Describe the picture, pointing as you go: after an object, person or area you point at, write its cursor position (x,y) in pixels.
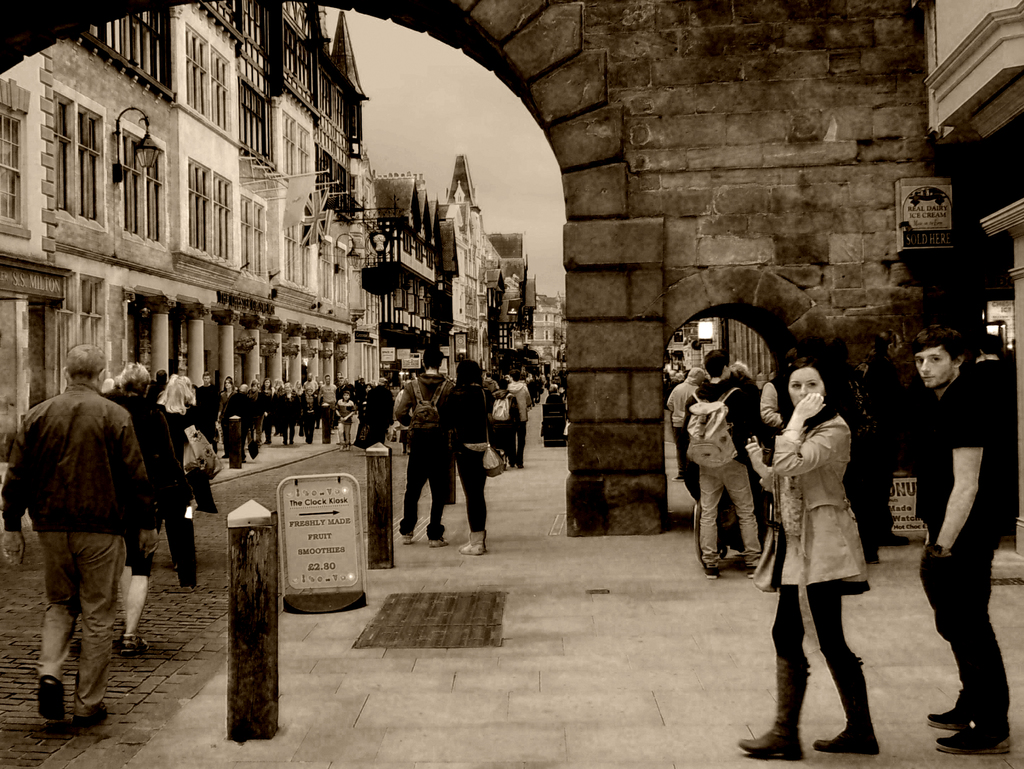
This is a black and white image, where there are group of people (139,507) standing, there are buildings (223,169), boards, lights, and in the background (533,262) there is sky (553,264).
